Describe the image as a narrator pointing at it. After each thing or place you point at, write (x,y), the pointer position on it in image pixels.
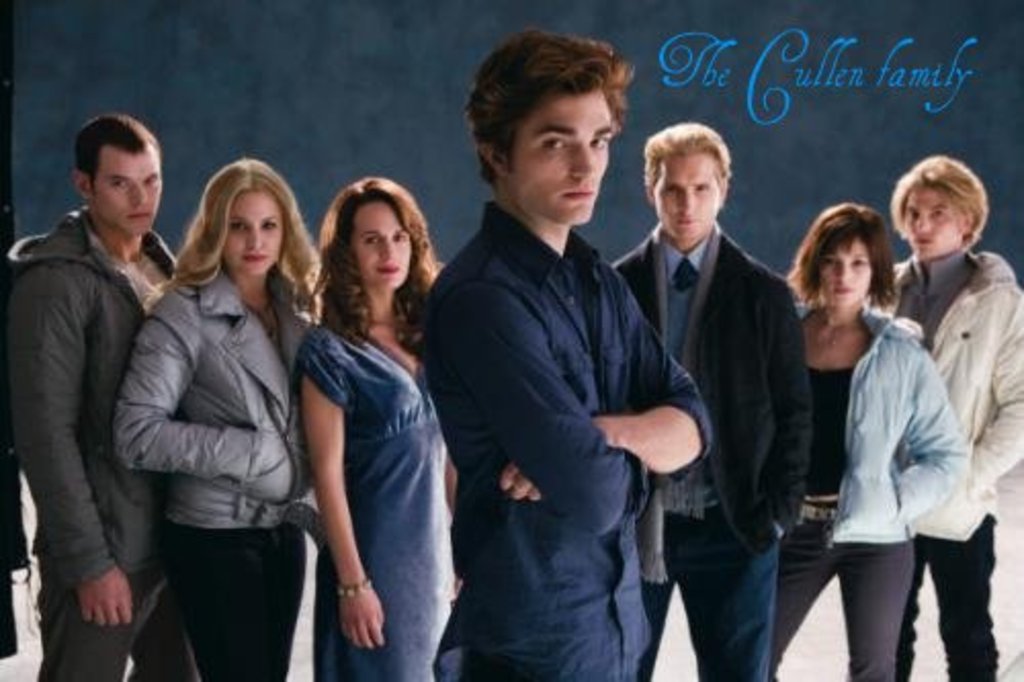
In this image we can see a few persons (443,320) standing and in the background (322,201), we can see a blue color backdrop (632,151) with some text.
